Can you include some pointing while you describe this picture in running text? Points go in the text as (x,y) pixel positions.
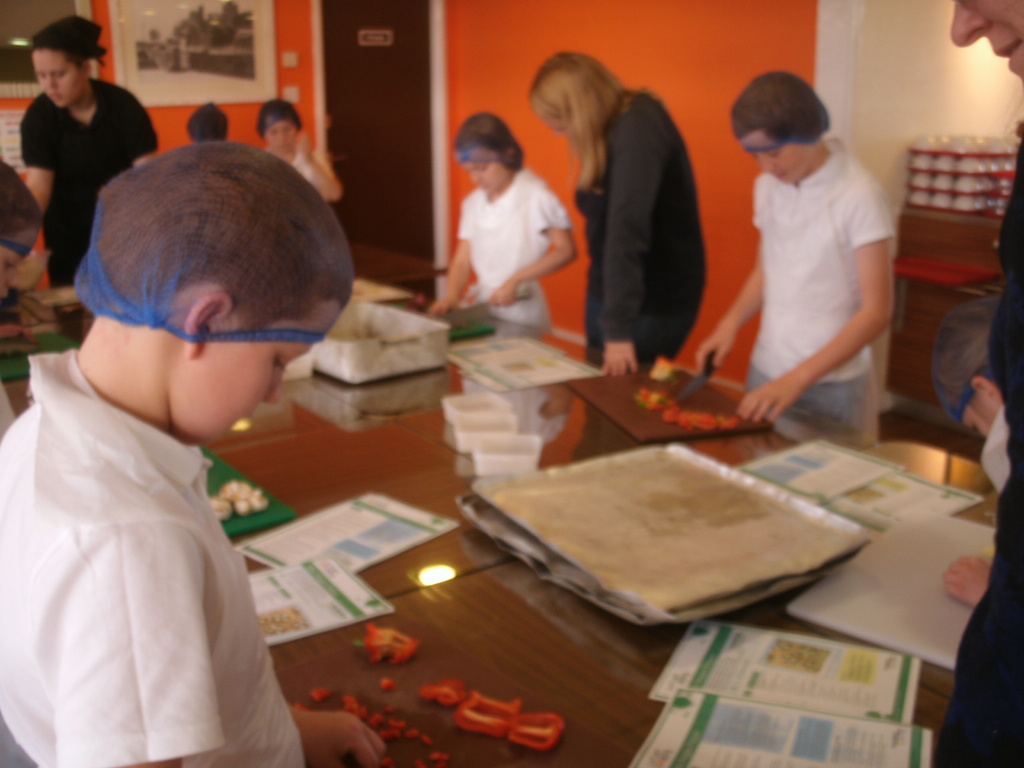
In this image there are persons (114,154), there are persons (91,413) truncated towards the left of the image (65,400), there are persons (1006,521) truncated towards the right of the image (1023,307), there are tables (420,401), there are objects (459,419) on the tables (569,408), there are persons (801,211) holding objects (709,360), there are objects (973,163) towards the right of the image (954,197), there is a door (384,167), there is a photo frame (188,52) truncated, there is an orange color wall (718,119) behind the persons (88,546).
